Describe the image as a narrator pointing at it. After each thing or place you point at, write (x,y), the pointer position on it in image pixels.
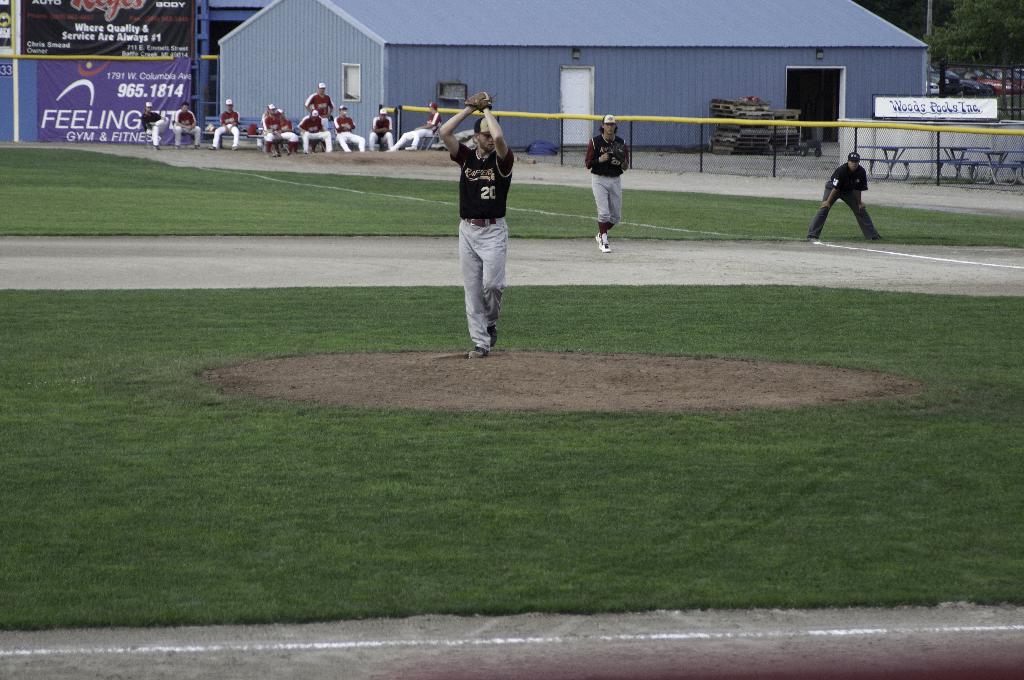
This is a image clicked in a baseball court (959,337). In the center of the picture (424,272) we can see players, grass (436,294) and soil (368,149). In the background (304,138) there are benches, people (381,120), building (270,71) and banners (30,47). Towards right (751,122) there are railing (924,125), benches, board (953,99) and trees (947,47). At the bottom (569,646) there is soil (672,637).
